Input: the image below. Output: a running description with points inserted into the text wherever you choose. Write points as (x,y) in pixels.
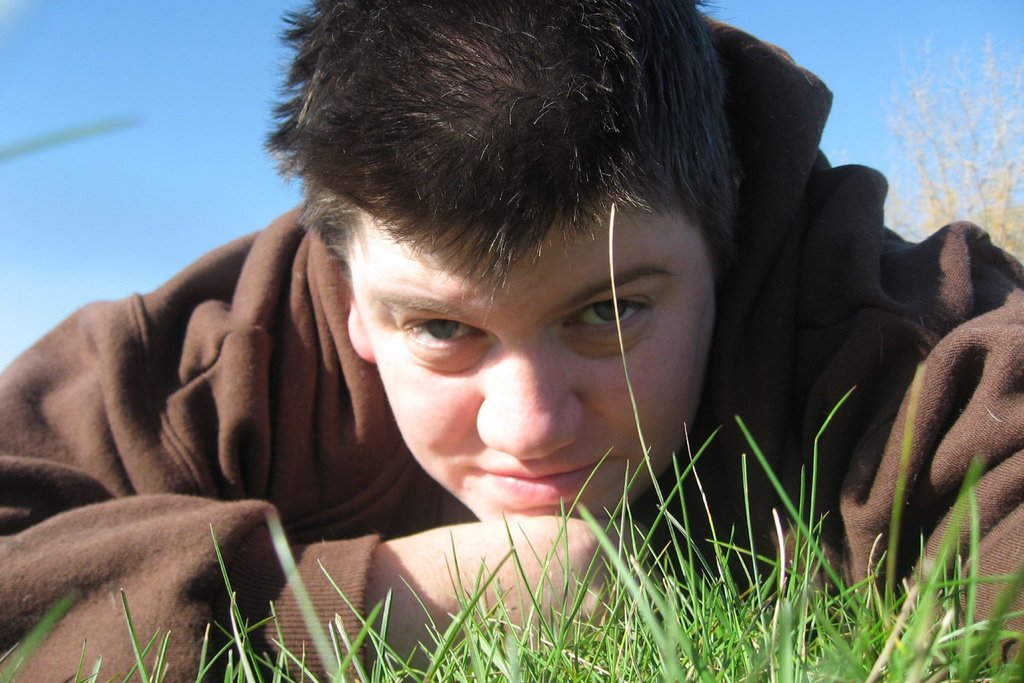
In the center of the image (481,370), we can see a person (394,508) and at the bottom (679,589), there is grass (809,667) and in the background (78,120), there are plants (945,178) and there is sky (858,84).
